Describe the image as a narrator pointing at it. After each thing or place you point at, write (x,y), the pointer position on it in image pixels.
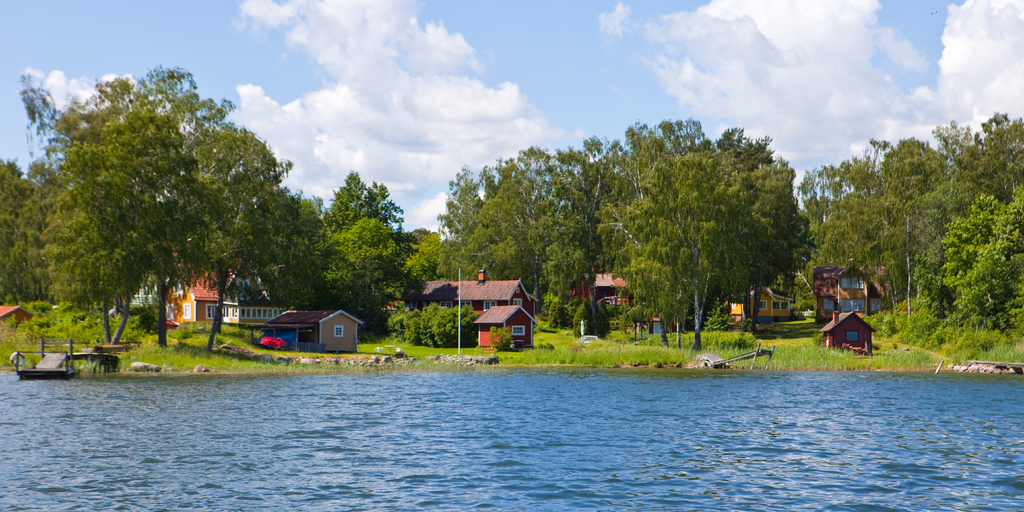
In this picture we can see stones (989,364), water (466,379), grass (457,368), pole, trees (377,209), houses (291,320) with windows (249,313), some objects (23,363) and in the background (328,149) we can see the sky (557,35) with clouds (827,60).
